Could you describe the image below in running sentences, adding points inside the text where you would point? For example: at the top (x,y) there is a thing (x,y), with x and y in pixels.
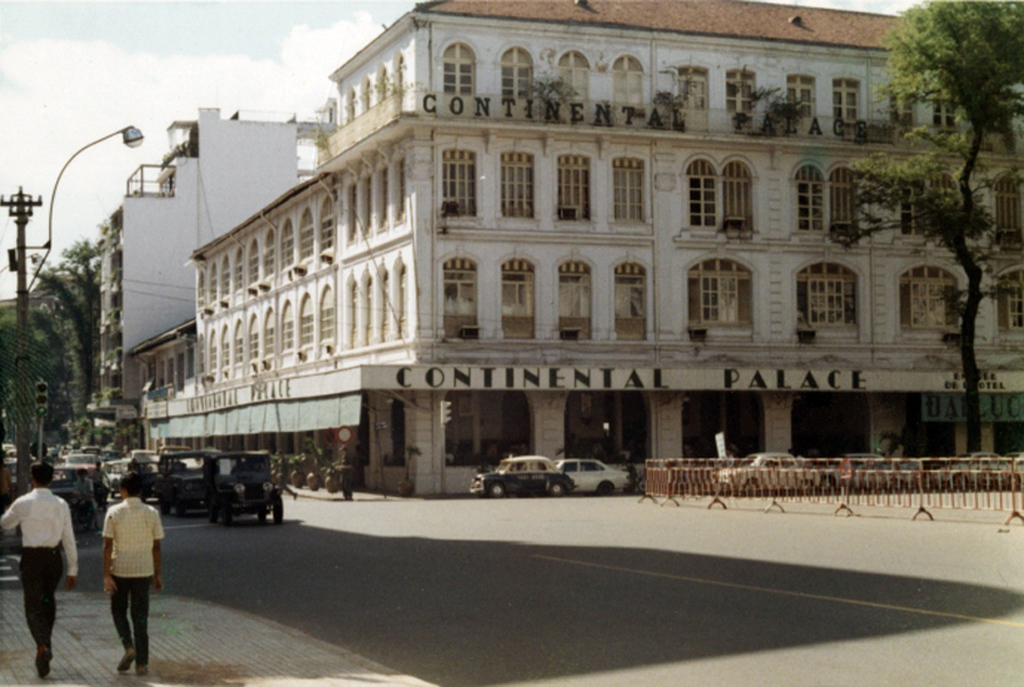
In the bottom left corner of the image (27,569) two persons (40,468) are walking. In the middle of the image (512,453) we can see some vehicles (121,469) on the road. Behind the vehicles (596,487) we can see some trees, poles (26,473) and buildings (302,145). In the top left corner of the image (191,107) there are some clouds (140,155) in the sky (17,7).
